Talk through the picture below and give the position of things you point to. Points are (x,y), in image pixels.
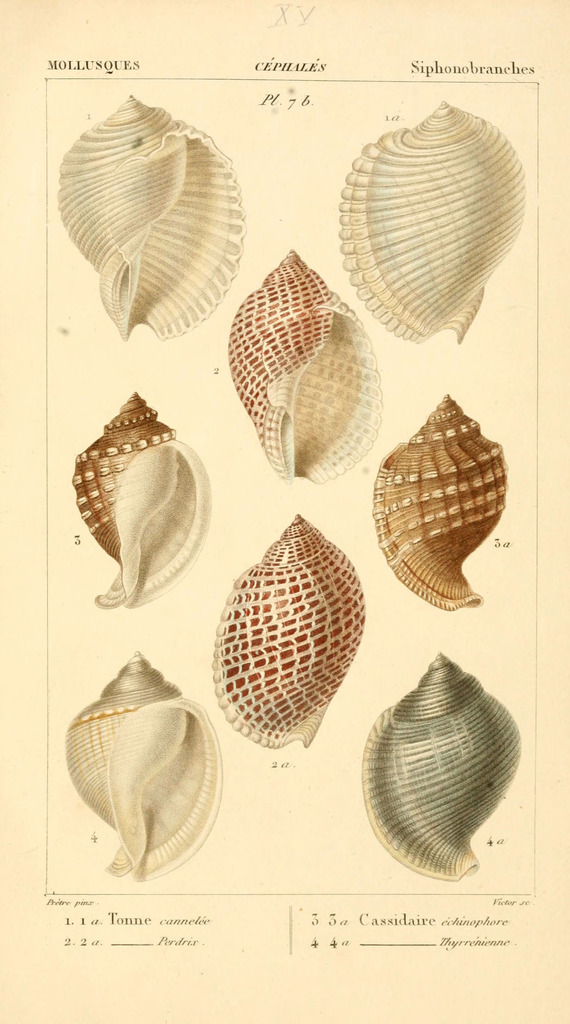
In this image, we can see seashells (272,585) and some text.
